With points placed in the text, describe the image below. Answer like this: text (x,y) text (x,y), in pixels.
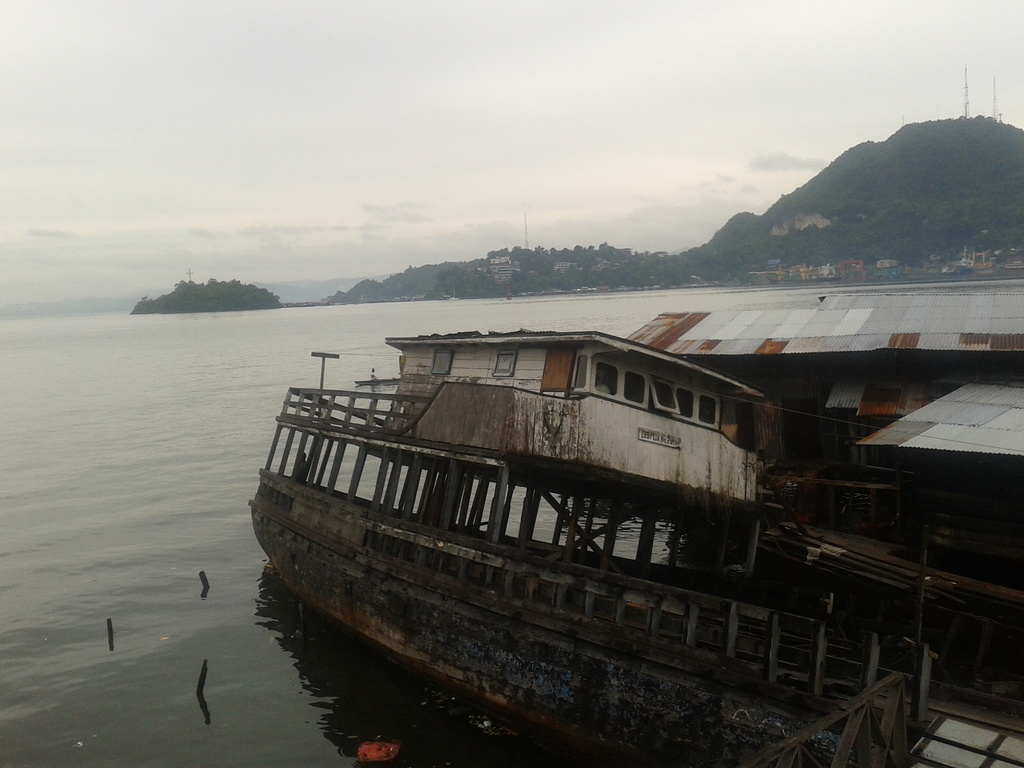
On the right side of the image (939,410) we can see there is a metal shed (854,501). At the center of the image (392,335) there is a river (105,359). In the background (834,248) there is a mountain (872,194) and sky (233,140).
